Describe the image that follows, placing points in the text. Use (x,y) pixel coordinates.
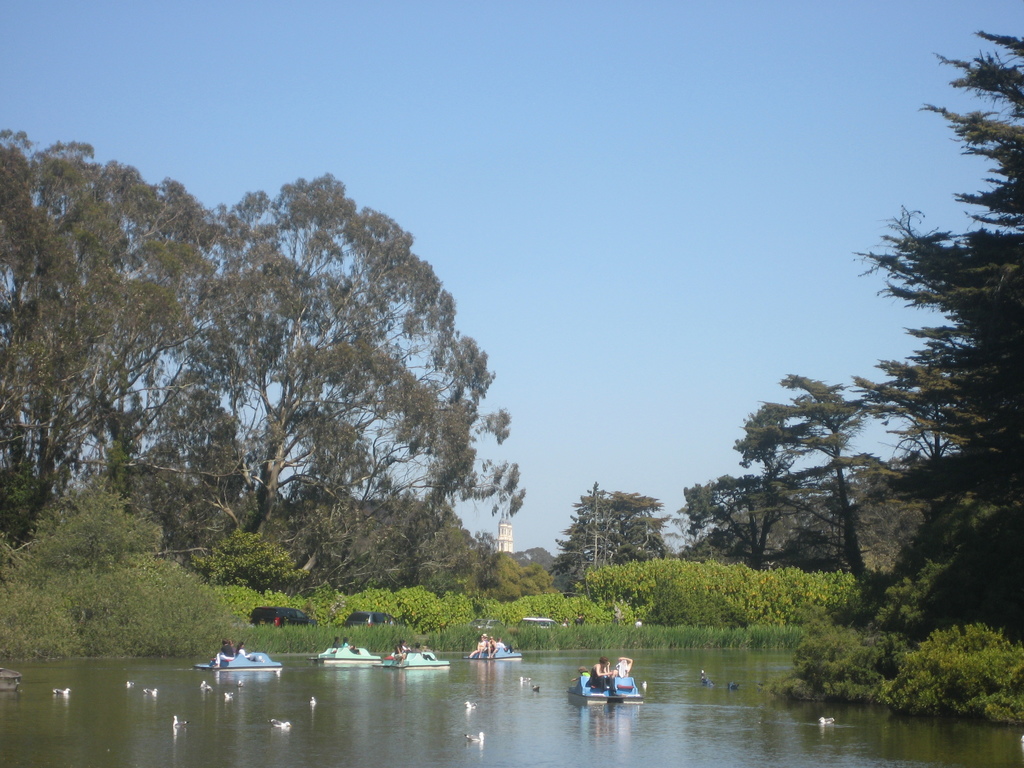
In this image we can see some people (406,646) sailing the boats (438,667) on the water (456,668). We can also see some birds (314,707). On the backside (490,539) we can see some plants (412,597), trees (414,583), the tower (506,541) and the sky (457,285) which looks clear.
